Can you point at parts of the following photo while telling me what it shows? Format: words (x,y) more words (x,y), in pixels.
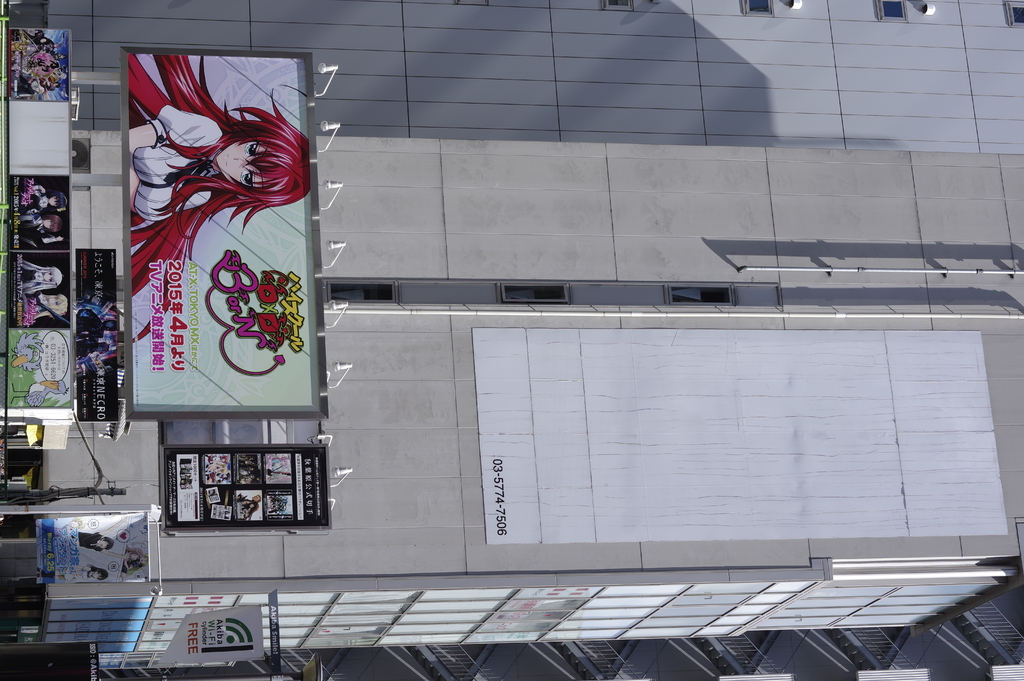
In this picture we can see posts (23,281), poles (115,507), building (630,372), railings (868,678) and some objects (308,667).
